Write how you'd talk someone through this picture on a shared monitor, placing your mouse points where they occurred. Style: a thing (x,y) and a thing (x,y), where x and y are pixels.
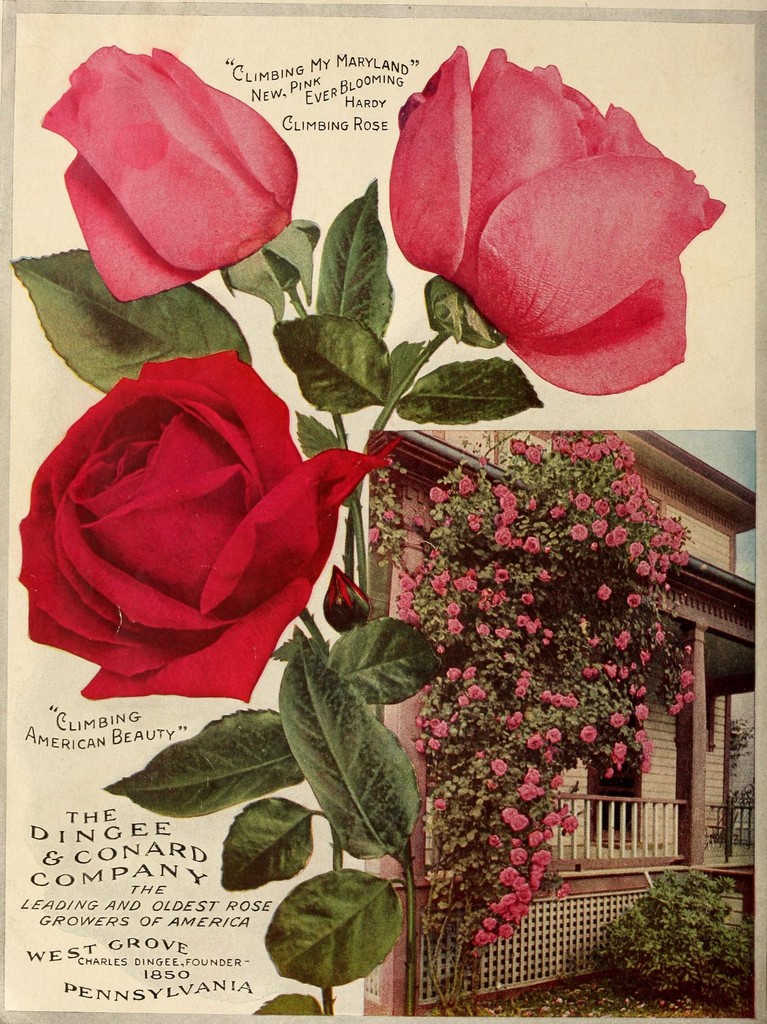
This looks like a poster. I can see a plant (358,773) with the rose flowers (315,514), bud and leaves (367,722). This is a house (649,829). I can see a tree (517,577) with the flowers (630,635) and bushes (614,938). These are the letters (129,726) on the poster.
